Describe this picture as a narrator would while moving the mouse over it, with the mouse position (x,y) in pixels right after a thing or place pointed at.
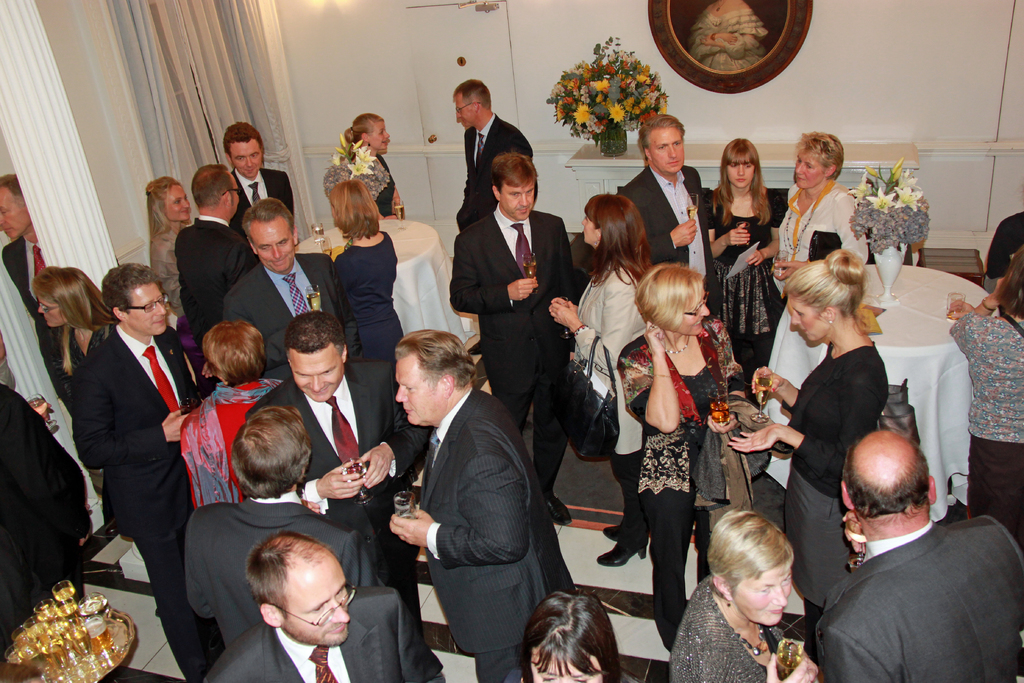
This image is taken indoors. In the background (841,111) there is a wall (740,107) and there is a curtain (173,100). There is a picture frame (716,48) on the wall (835,78). There is a door (457,64). There is a table (624,170) with a flower vase (635,115) on it. In the middle of the image (499,387) many people (199,492) are standing on the floor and they are holding glasses (763,401) in their hands (369,465). There are two tables (398,281) with tablecloths (434,253) and flower vases (368,164) on them. On the left side of the image (82,262) there is a pillar (51,213) and there is a plate (99,674) with a few glasses (60,623) on it.
